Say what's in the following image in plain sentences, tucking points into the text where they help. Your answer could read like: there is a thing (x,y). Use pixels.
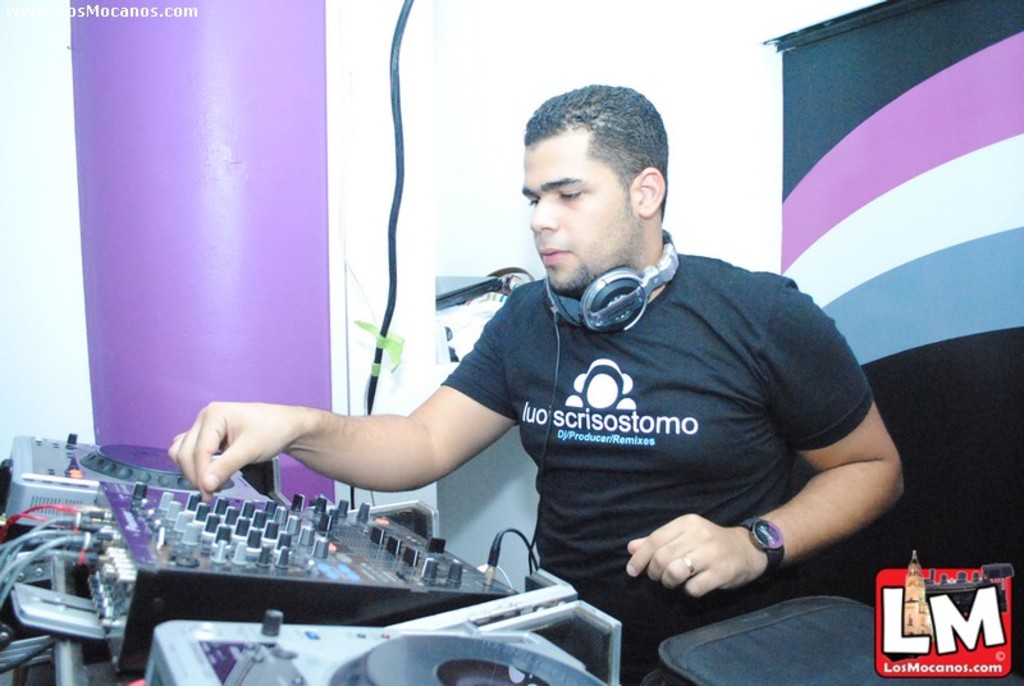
This is the man (630,684) sitting. These are the kind of electronic devices (145,538) with wires (70,545) attached to it. This man (621,385) wore a headset (635,294) around his neck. This looks like a bag (790,645). I can see the watermarks (145,10) on the image.
